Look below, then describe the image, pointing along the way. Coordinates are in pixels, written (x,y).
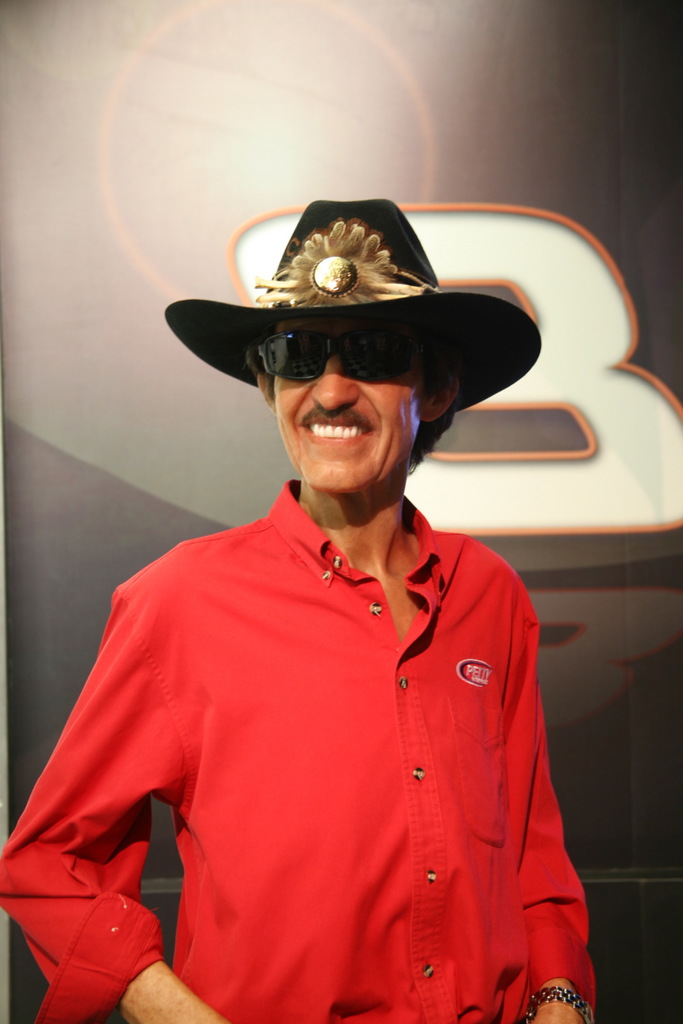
In this image, at the middle (279,673) there is a man (544,943) standing, he is wearing a red color shirt (206,801) and he is wearing a hat (512,337) and black color specs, at the background (33,594) there is a poster (548,312).
